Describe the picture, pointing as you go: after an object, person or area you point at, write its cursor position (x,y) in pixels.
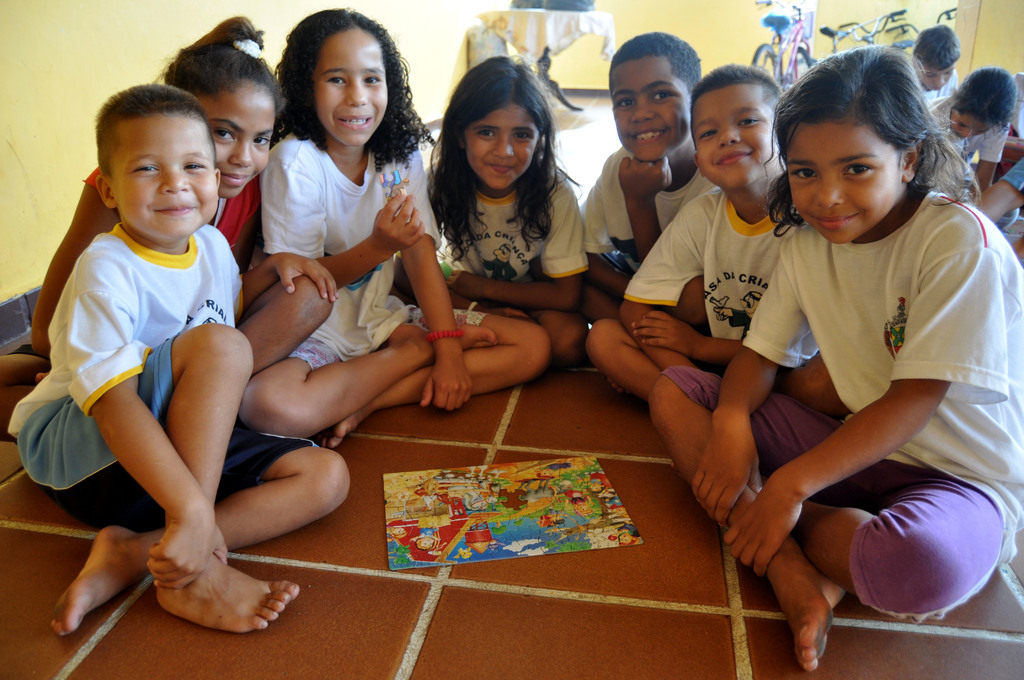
In the center of the image (460,279) we can see persons (638,288) sitting on the ground (353,482). In the background (62,117) we can see wall (422,61), table (548,48), bicycles (858,37) and wall (428,10).
